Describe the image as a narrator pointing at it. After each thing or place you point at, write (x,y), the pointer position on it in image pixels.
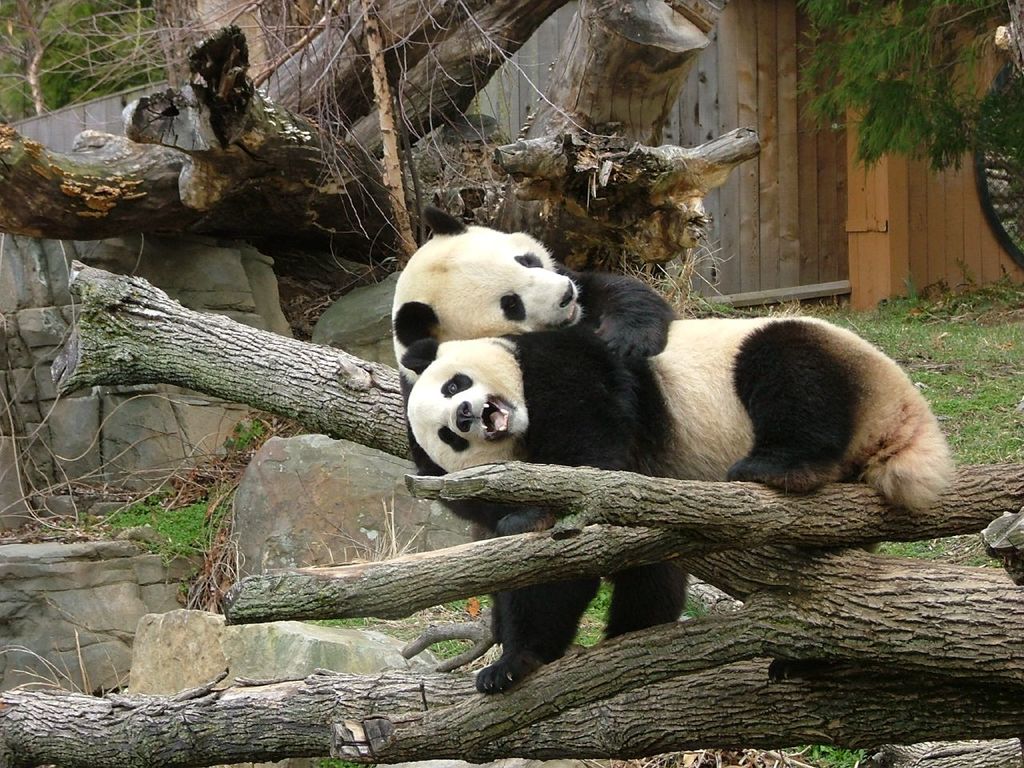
In the center of the image (589,369) we can see pandas (580,438) on the log (591,573). In the background (616,189) there are trees (467,188) and fence (762,195). At the bottom (197,542) there is grass (826,757).
